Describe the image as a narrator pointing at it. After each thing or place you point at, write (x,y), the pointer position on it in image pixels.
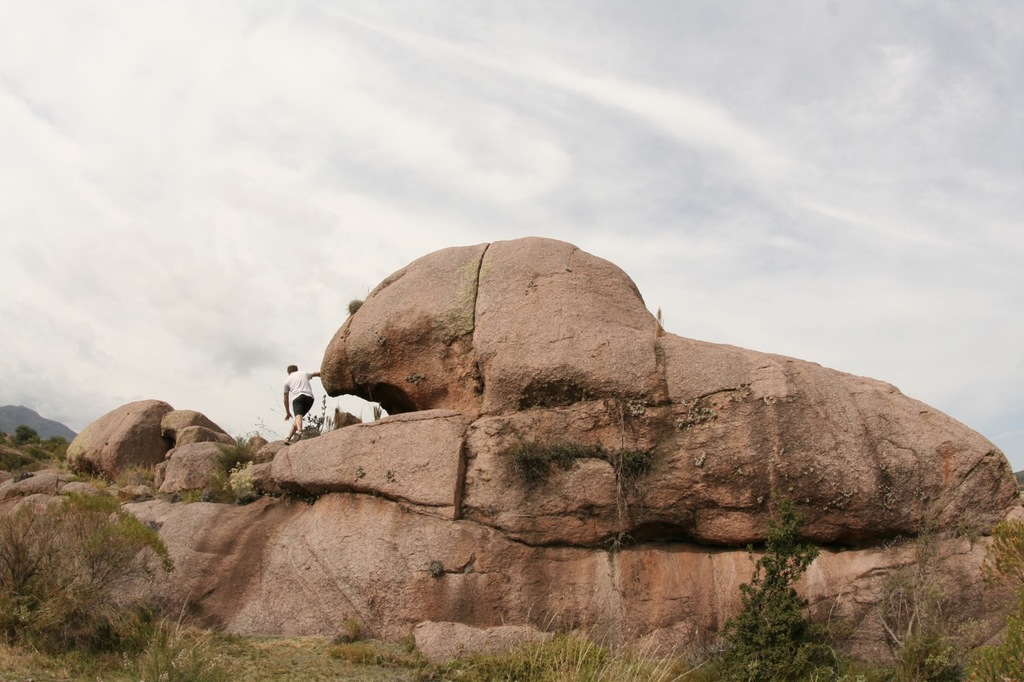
In this image there is a person (302,391) standing on the rocks (338,435), in front of the image there are plants (777,602) and grass (605,658), in the background of the image (52,432) there are mountains (34,426), at the top of the image (361,139) there are clouds (314,337) in the sky (767,94).
